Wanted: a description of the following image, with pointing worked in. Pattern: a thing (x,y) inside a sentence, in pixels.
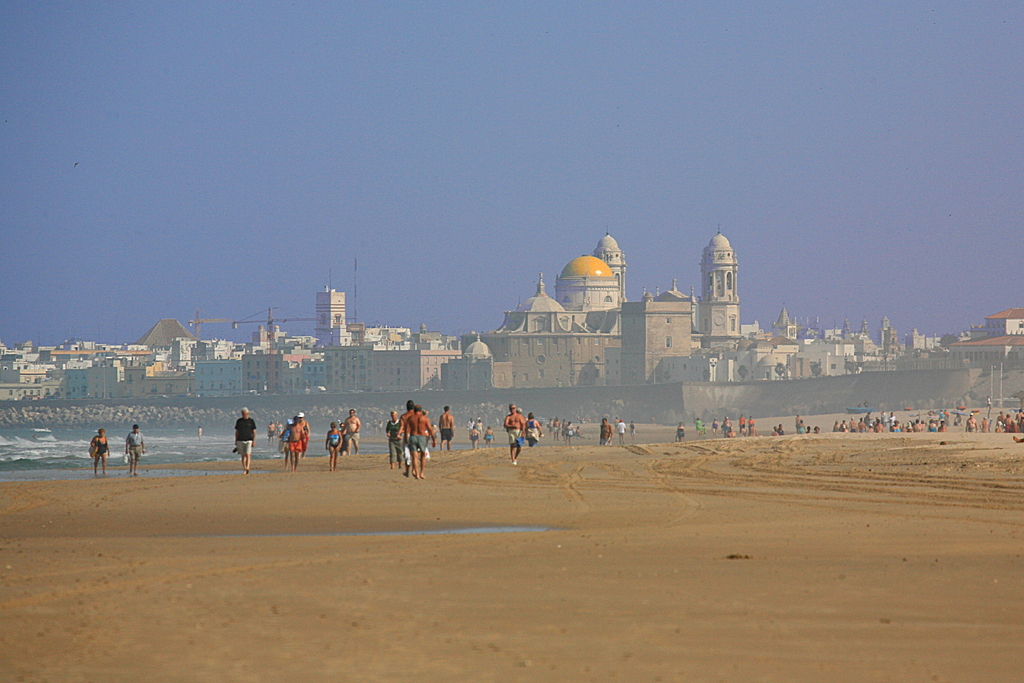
In this image there are buildings (611,349) and we can see people (425,419). There is water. In the background (416,233) there is sky (553,153) and we can see a wall (788,392).
